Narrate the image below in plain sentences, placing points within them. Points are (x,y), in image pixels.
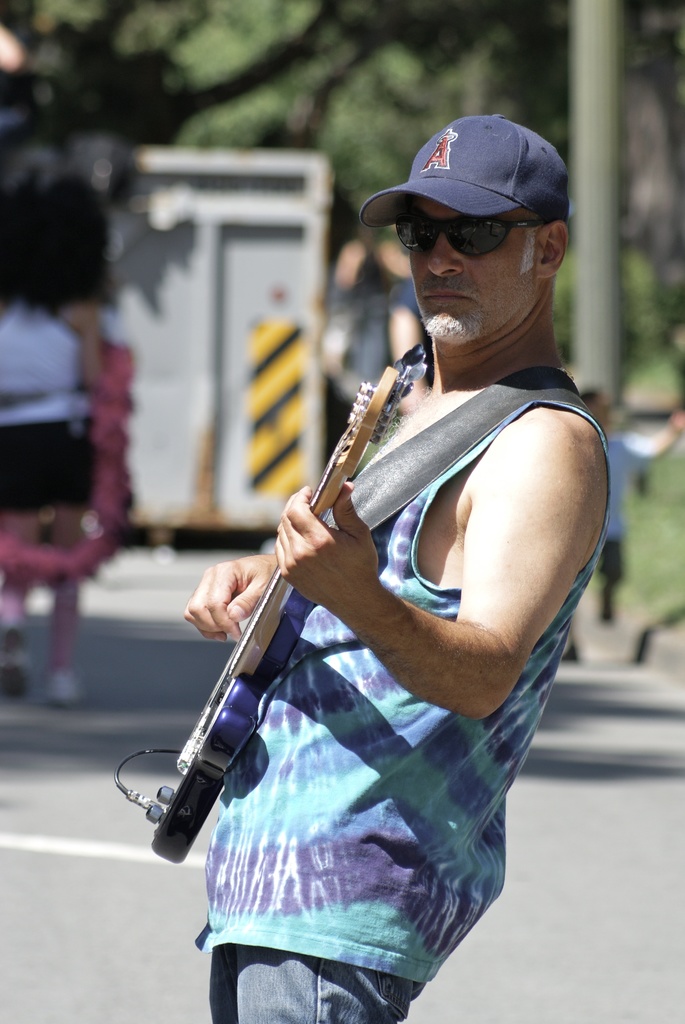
In this image I can see a man (358,668) is standing and playing the guitar (251,650), he wore blue color t-shirt (364,790) and a cap (513,198). This is the road (75,905).
